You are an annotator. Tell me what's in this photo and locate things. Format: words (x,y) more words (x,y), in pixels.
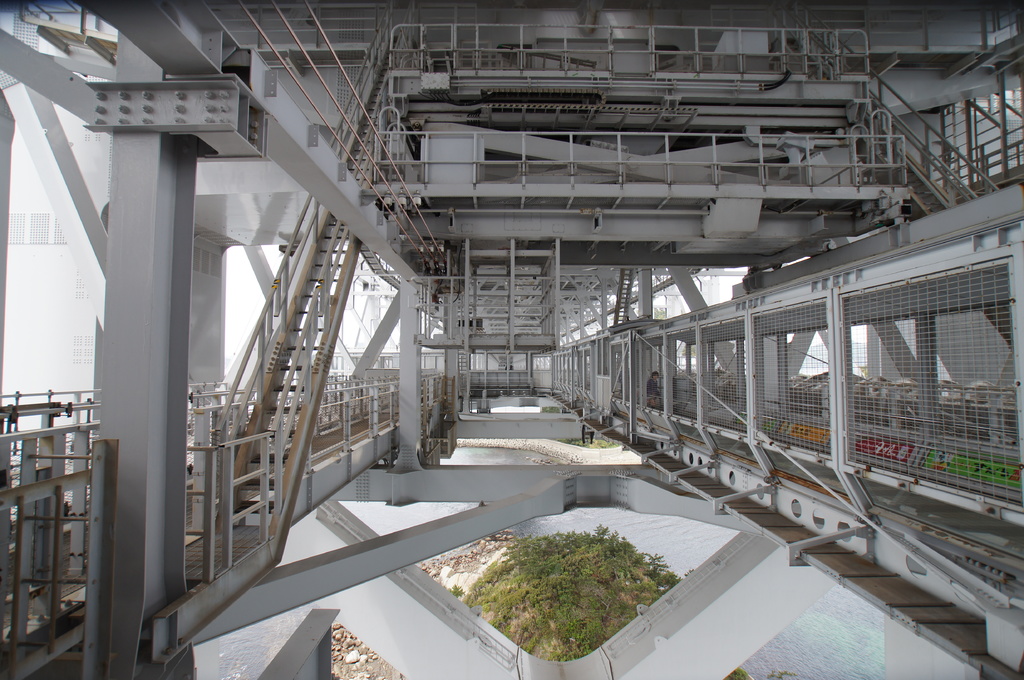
In this picture, we see a beam (506,277) or a bridge (365,436). Under the bridge (323,587), we see water (277,622) and we even see trees (533,557), grass (522,610) and stones (477,575). On the left corner of the picture (23,195), we see a building (20,335) which is white in color.
